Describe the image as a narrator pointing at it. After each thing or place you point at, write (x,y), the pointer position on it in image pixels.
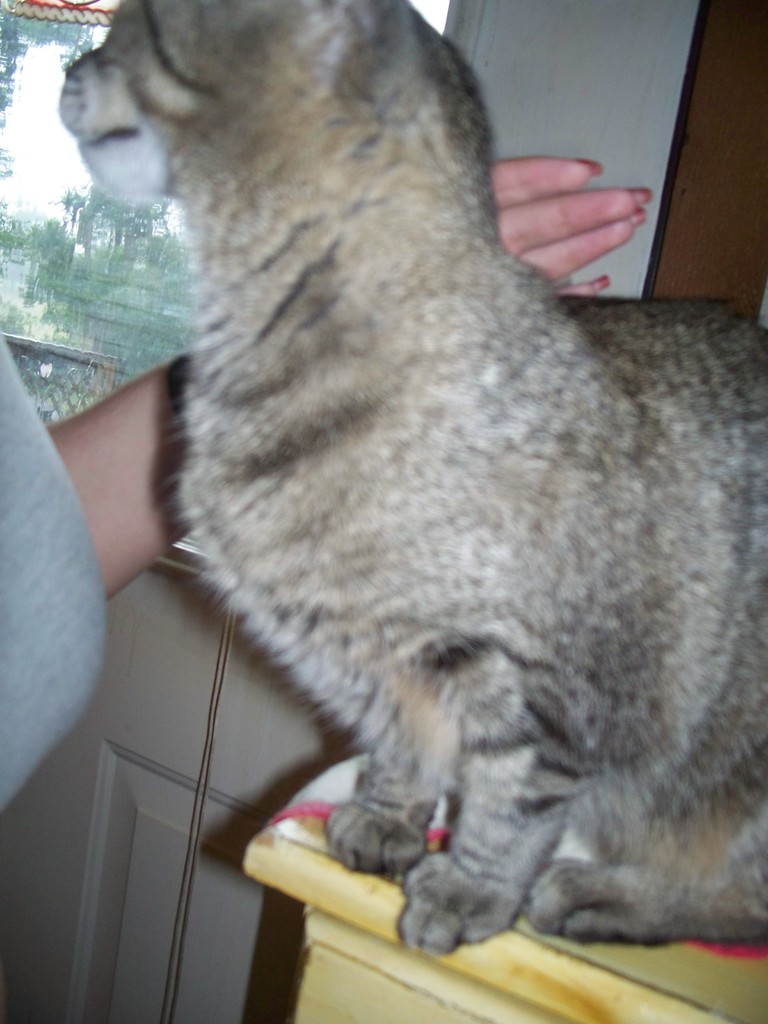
In this picture we can see a cat (387,707) is sitting on an object (416,972) and behind the cat (252,434) there is a person hand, a wall (565,29) and a window (82,313).
